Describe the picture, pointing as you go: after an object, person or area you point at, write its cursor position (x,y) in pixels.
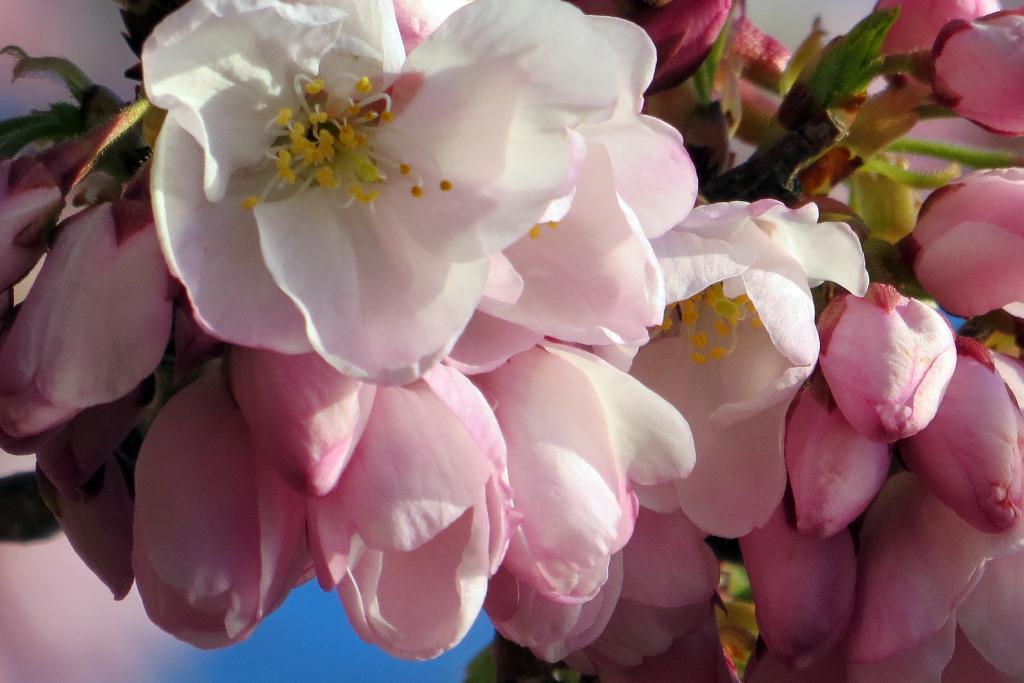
In this image in the foreground (346,357) there are some flowers (346,357), and the background is blurred.
